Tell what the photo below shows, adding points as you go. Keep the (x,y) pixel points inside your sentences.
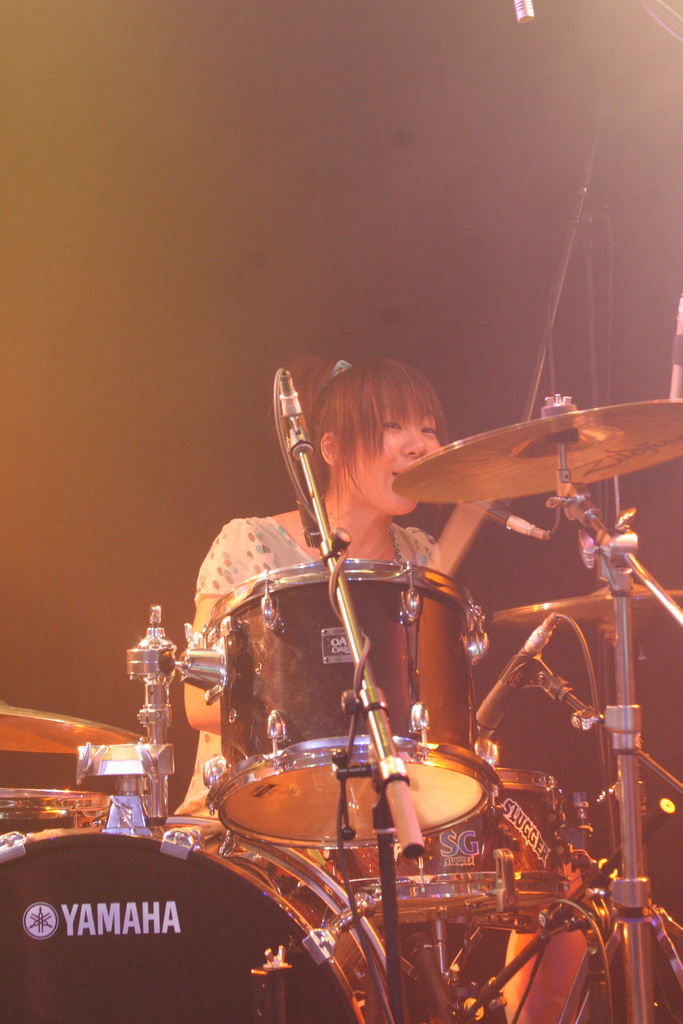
In this picture I can see a woman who is holding sticks (464,523). Here I can see drums (409,746), microphones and other musical instruments (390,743). In the background (571,236) I can see some objects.
